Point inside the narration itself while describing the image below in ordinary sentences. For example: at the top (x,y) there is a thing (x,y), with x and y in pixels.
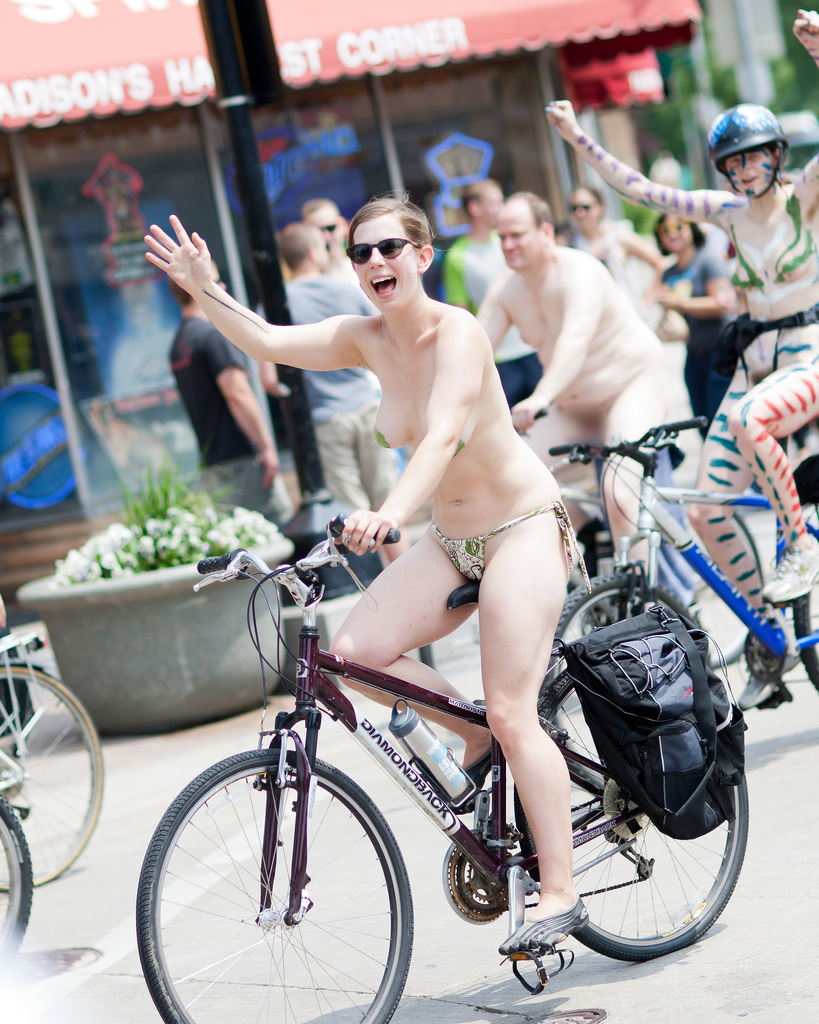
In the image we can see few persons (526,545) were riding cycle (590,599). And back of them we can see group of persons (283,240) were standing and few objects (160,535) around them.
